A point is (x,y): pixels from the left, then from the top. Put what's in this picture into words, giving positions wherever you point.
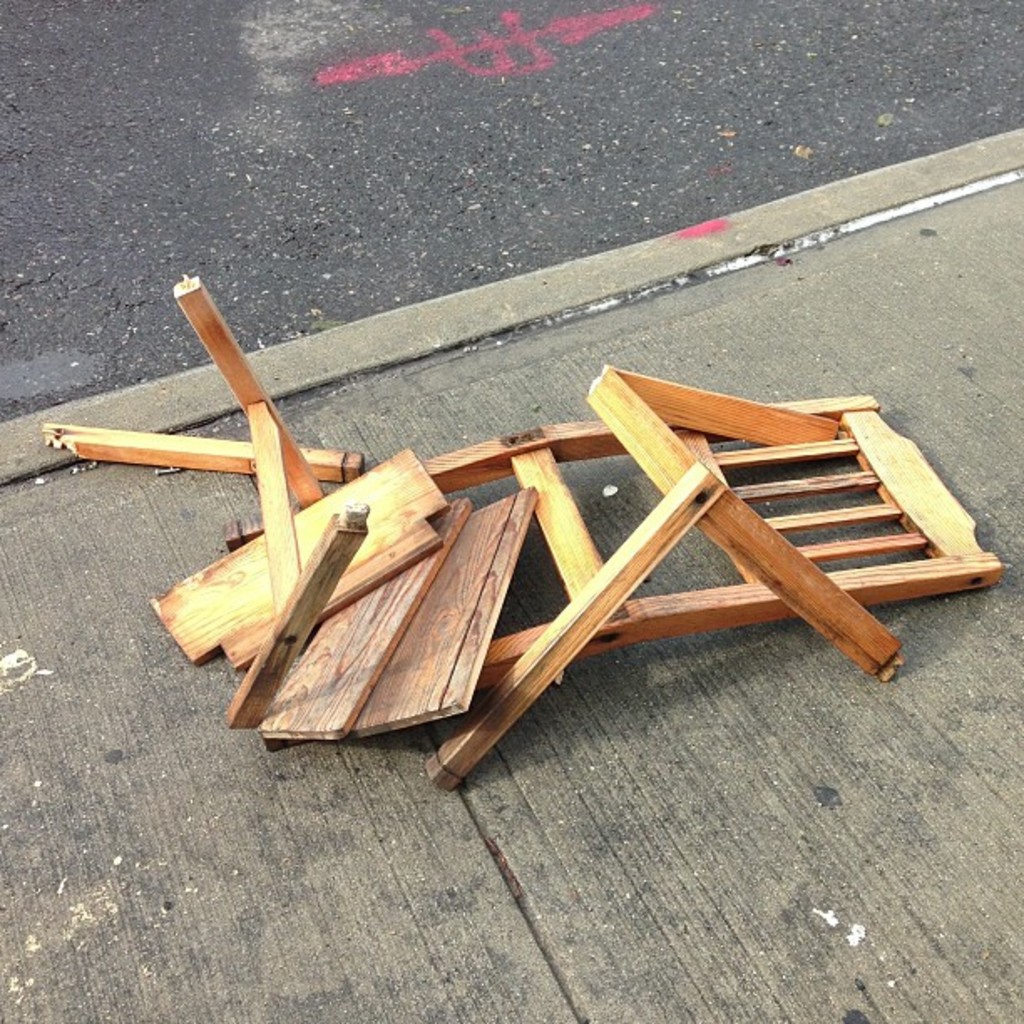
In this picture there is a broken wooden chair (512,667) placed on the sidewalk (161,636).
